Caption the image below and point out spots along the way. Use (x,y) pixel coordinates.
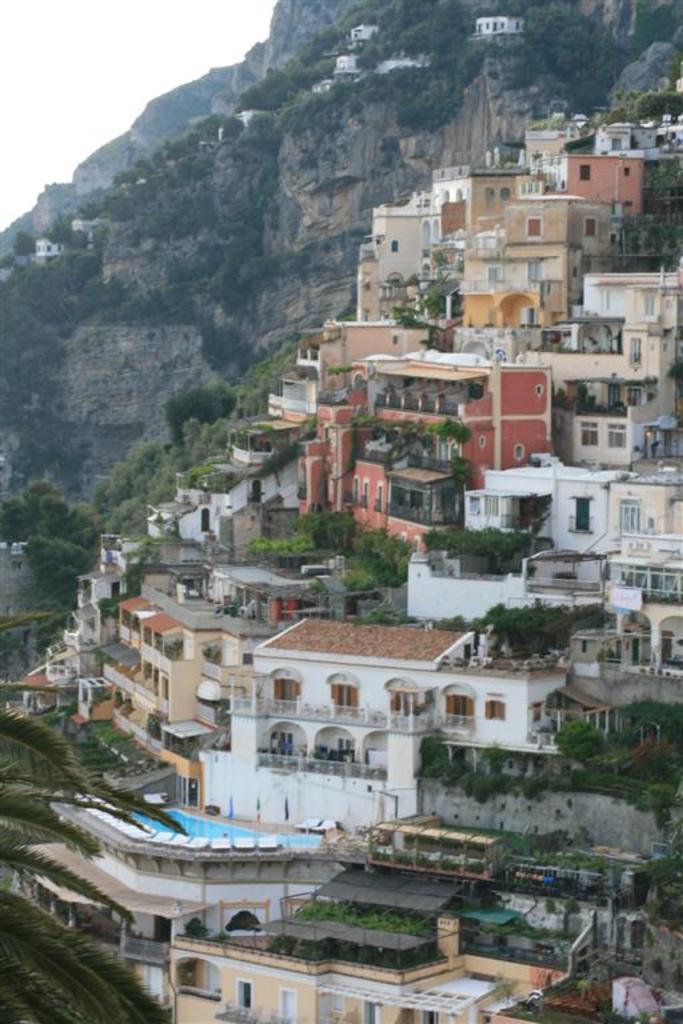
In this image, we can see some buildings (610,501) and plants (142,487) on hill (465,131). There is a sky (93,84) in the top left of the image (93,86).
